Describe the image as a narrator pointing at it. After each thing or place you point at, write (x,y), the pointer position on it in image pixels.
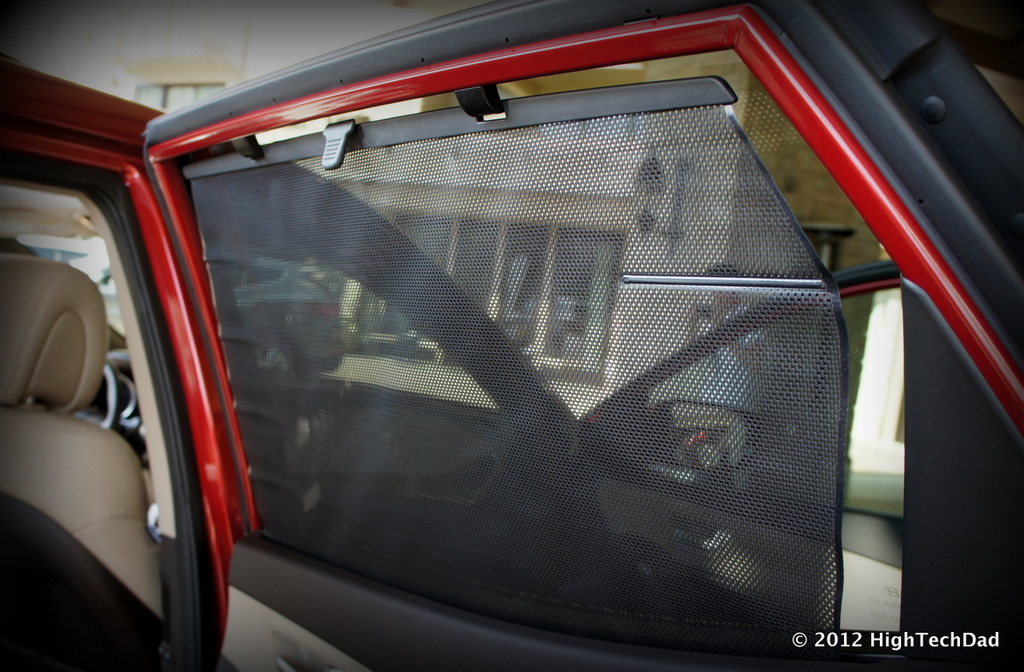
In this image we can see that there is a car door (321,304) which is opened. There is a net (544,325) which is attached to the window (871,541) of the car (929,413). In the background (210,47) there is a building (229,26) with the windows (459,236). On the left side (52,436) we can see the seats (77,402) in the car (99,394).
